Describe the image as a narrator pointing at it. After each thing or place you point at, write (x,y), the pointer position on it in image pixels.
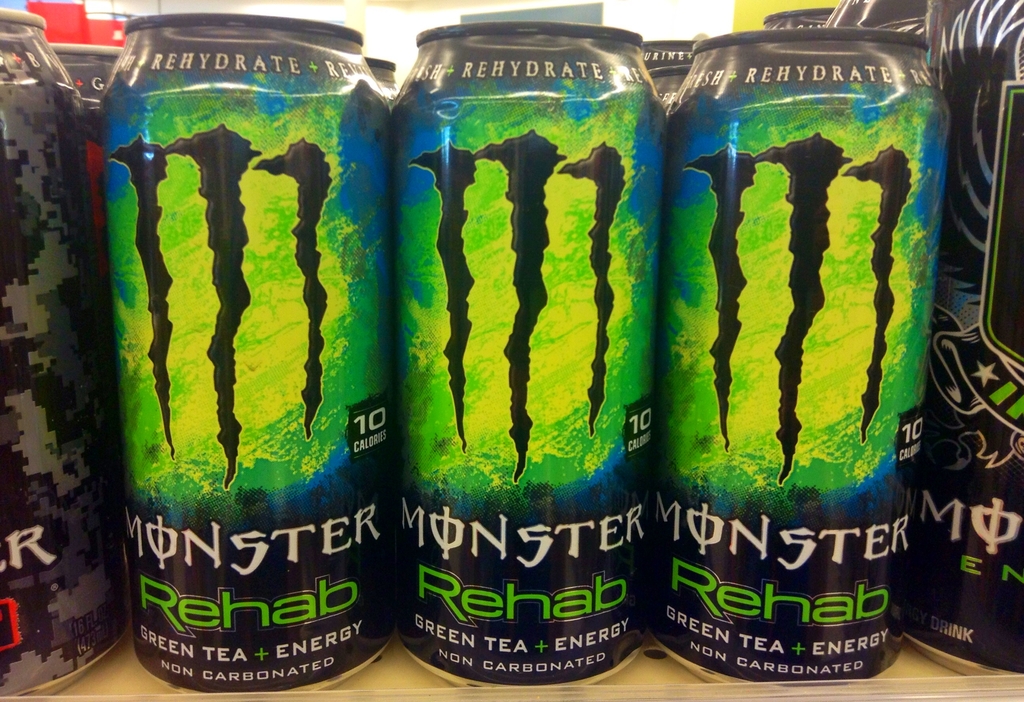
In this image I can see few things (788,414) on the brown color surface (900,663) and something is written on tins (597,293).
